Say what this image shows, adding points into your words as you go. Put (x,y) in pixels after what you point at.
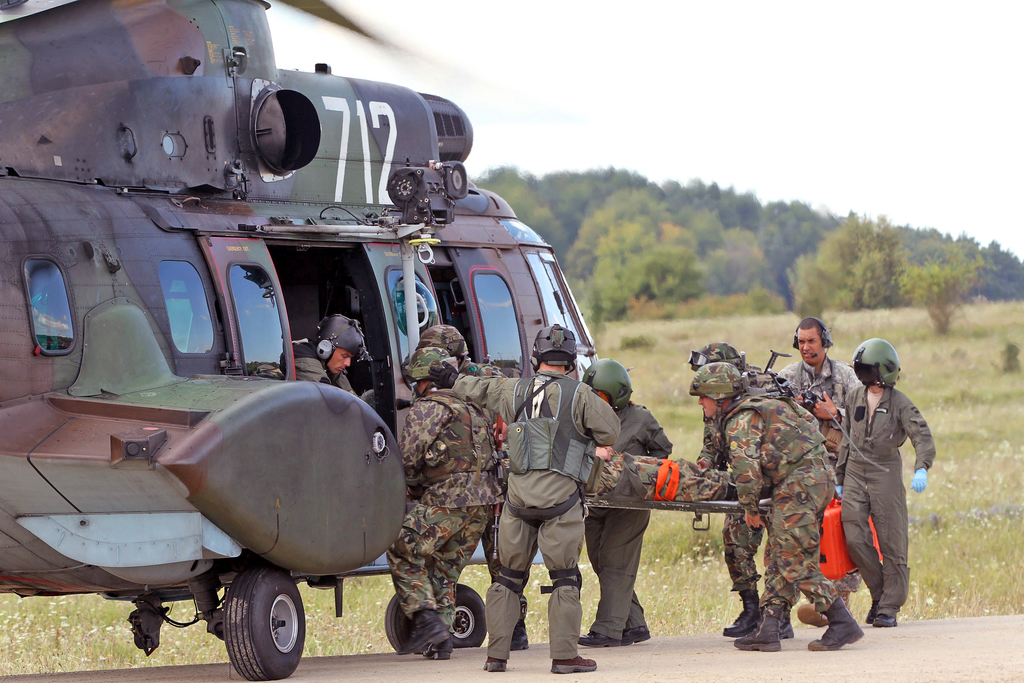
In this picture, we see many military people (436,343) carrying a man (707,482) on the stretcher (639,503). Behind him, we see a man (855,438) who is wearing a helmet (891,372) is holding a red color suitcase (827,545) in his hand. Beside them, we see a helicopter (239,332). Behind them, we see the grass (929,492) and there are many trees (756,222) in the background (756,222). At the top of the picture (681,100), we see the sky (606,31).
